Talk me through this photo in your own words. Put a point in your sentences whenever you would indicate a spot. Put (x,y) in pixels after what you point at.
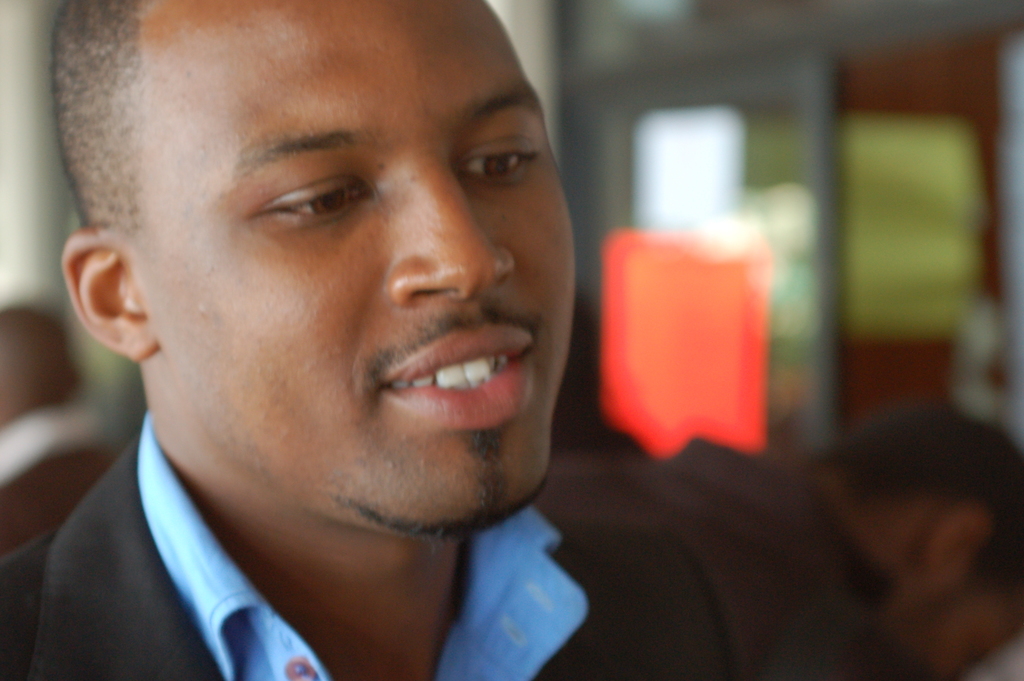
In the front of the image (397,352) we can see a person (381,478). In the background of the image (749,484) it is blurry and we can see people (727,504).
